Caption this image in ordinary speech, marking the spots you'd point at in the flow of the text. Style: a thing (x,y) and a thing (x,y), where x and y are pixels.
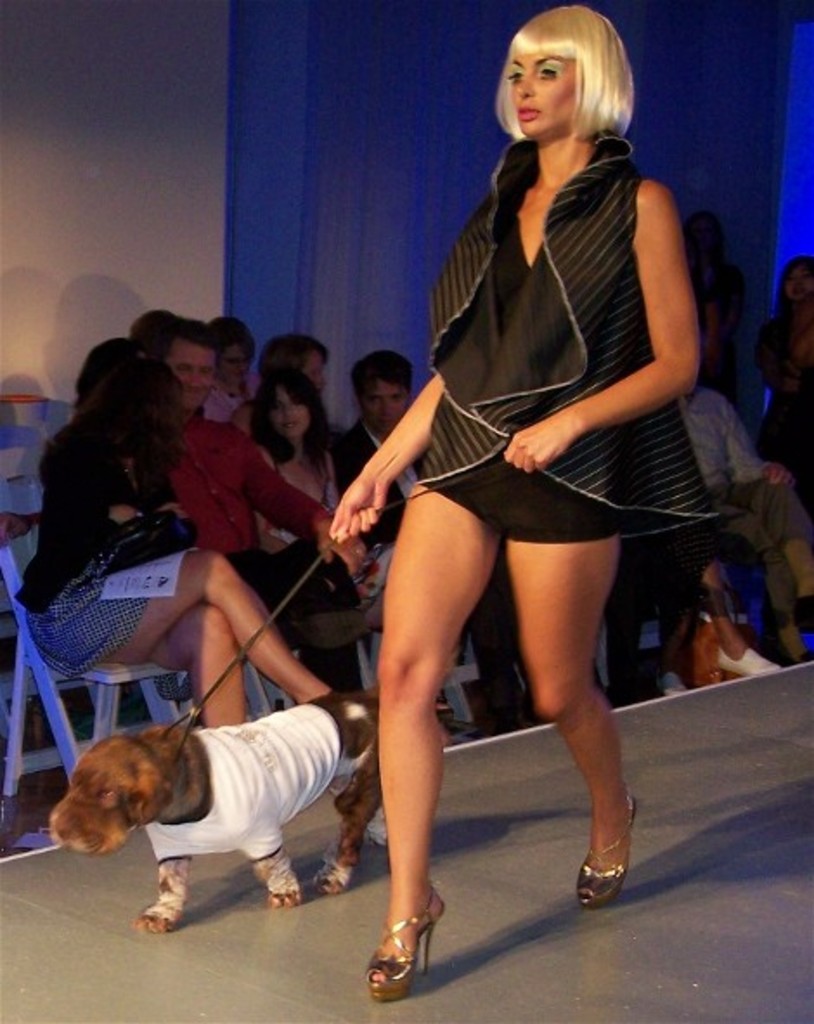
In this picture we can see woman (417,649) holding rope (439,489) in her hand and beside to her dog (250,773) wore clothes (275,791) and they are on ramp walk (531,934) and beside to the path (643,711) people (261,486) sitting on chairs (272,695) and looking at each other and in background (170,140) we can see wall (171,138), curtains (344,185).
